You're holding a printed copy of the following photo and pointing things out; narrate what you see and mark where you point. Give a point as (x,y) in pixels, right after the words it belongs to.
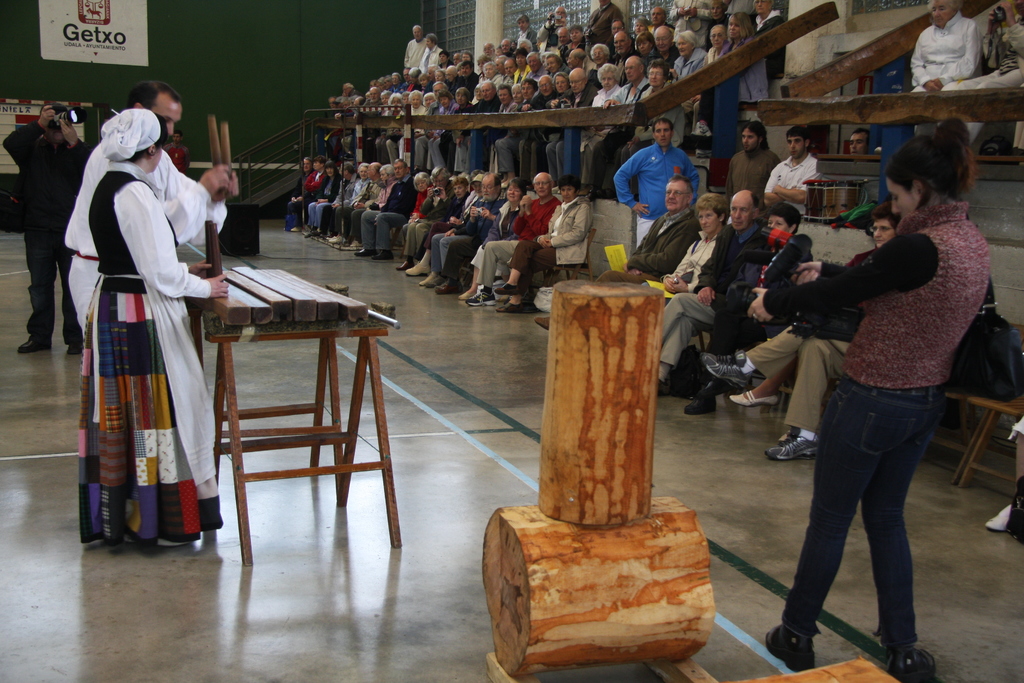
In this picture two people (124,214) are standing in front of a table (225,340) with wooden belonging (290,319) on top of it. To the right side of the image (853,431) there is a woman (790,309) clicking a picture of the wooden object (600,511). In the background (581,208) there are spectators (568,208) viewing this act. There is also a poster (76,47) in the background (87,39) which is named GETXO.
